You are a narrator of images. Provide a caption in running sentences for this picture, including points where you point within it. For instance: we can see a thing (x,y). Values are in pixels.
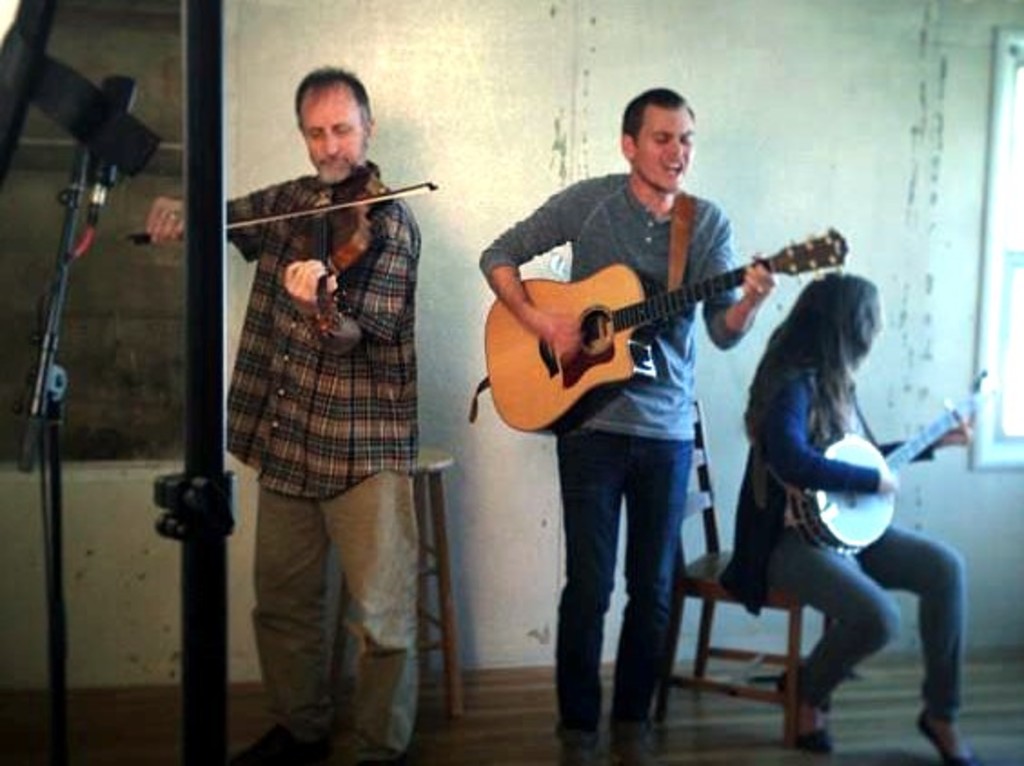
In this picture we can see a wall (389,111), and in front (342,392) a person (339,405) is standing and playing a violin (326,310), and right to opposite a man (622,190) is standing and playing a guitar (642,313), and singing and right to opposite a woman (795,417) is sitting in chair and playing musical banjo (822,516), and here is the stand (49,452) on the floor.
